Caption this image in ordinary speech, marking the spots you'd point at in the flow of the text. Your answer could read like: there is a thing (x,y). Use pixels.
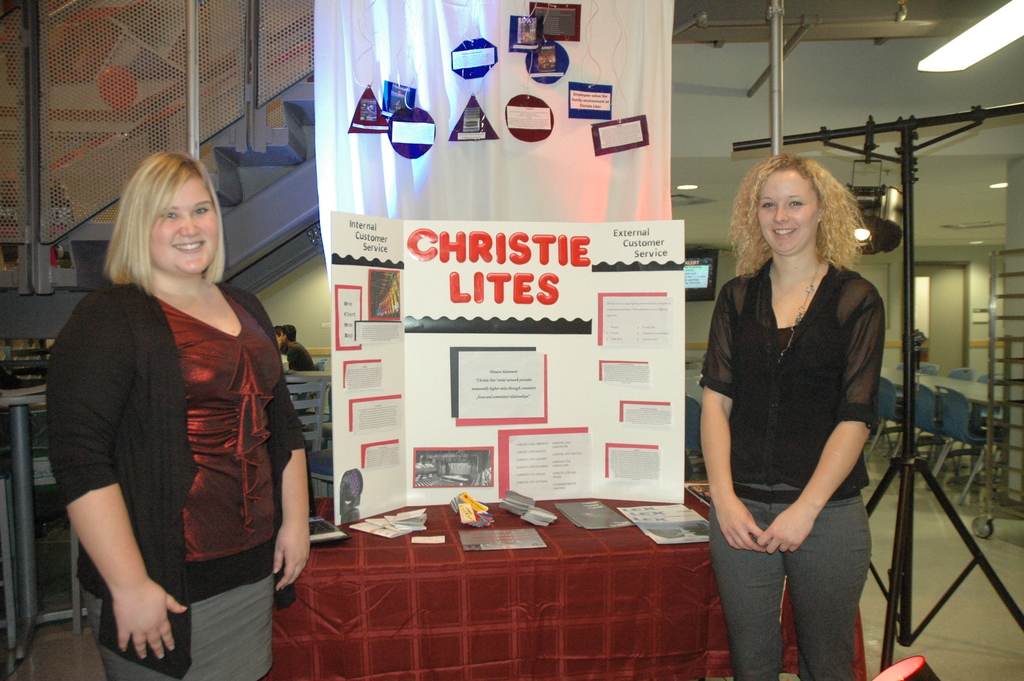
These two women (262,407) are standing and smiling and wore black jackets (823,424). In-between of them there is a table (508,563) with red cloth (565,593), on this table (529,568) there is a poster (647,342), cards (466,512) and things (422,522). Background (875,242) we can able to see a focusing light (888,232) with stand (910,350), chairs (925,389), table (965,382), rack (1004,369), steps (218,172) and a television (715,273) is attached to roof top (711,239). On top (948,60) there is a light (963,51).
